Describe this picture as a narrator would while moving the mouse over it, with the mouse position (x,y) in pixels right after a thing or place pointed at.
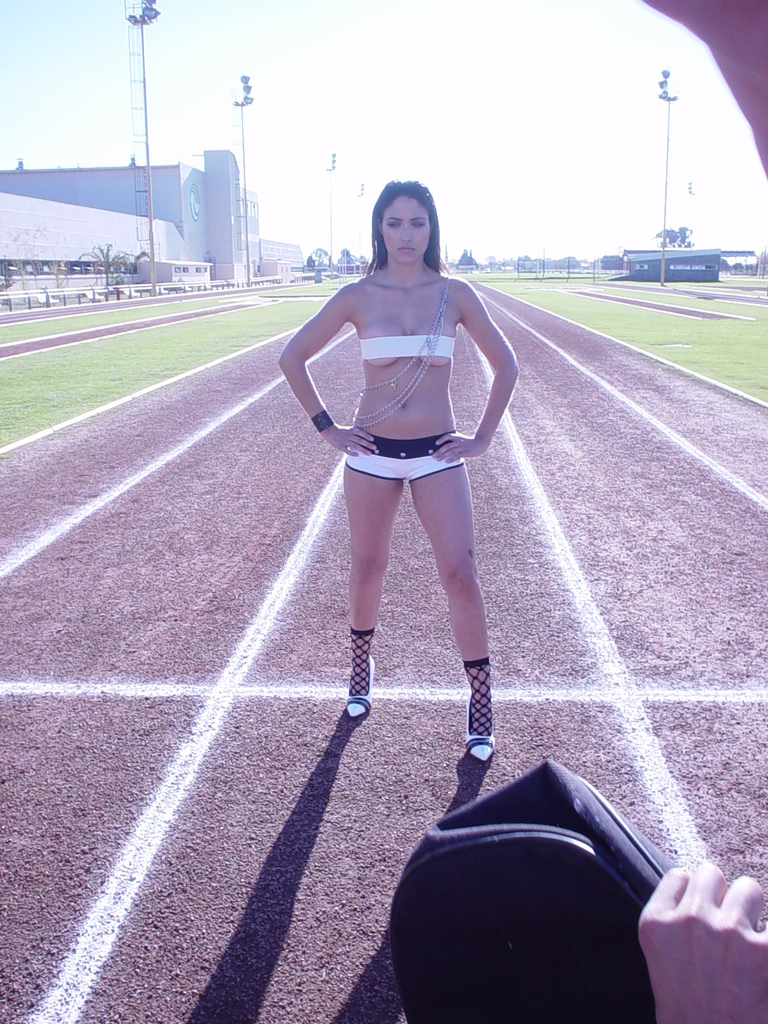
In the image there is a woman (433,383) standing on the ground (533,544) and in front of her there is some other person (699,955), only the hand (704,938) of the person (676,995) is visible, there is a lot of grass (749,348), some poles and other compartments (158,191) around the woman (419,376).
